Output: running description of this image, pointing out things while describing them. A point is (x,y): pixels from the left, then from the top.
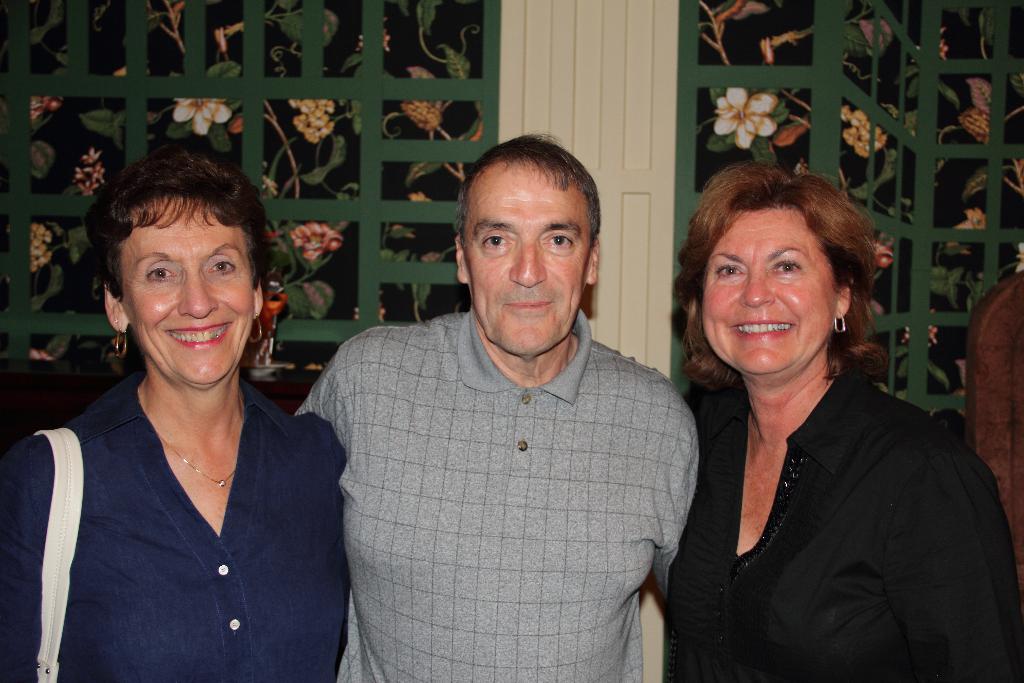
In this image there is a man (477,399) standing, on either side of the man (412,484) there are two women (322,488) standing, in the background (255,172) there is a wall (829,97).
